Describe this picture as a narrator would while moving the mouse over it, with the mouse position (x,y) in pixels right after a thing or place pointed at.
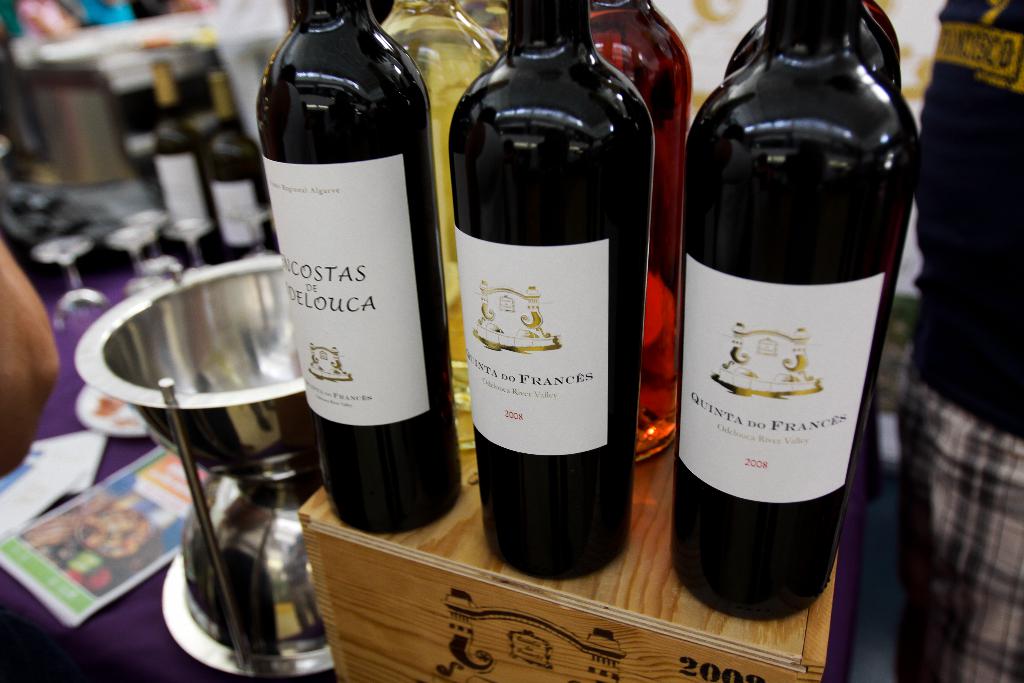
In this picture we can see wine bottles (484,191) on the wooden box (646,584). On the table (54,295) we can see wine bottles (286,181), glasses (89,299), papers (125,512), bowls (270,422) and other objects (84,40).
